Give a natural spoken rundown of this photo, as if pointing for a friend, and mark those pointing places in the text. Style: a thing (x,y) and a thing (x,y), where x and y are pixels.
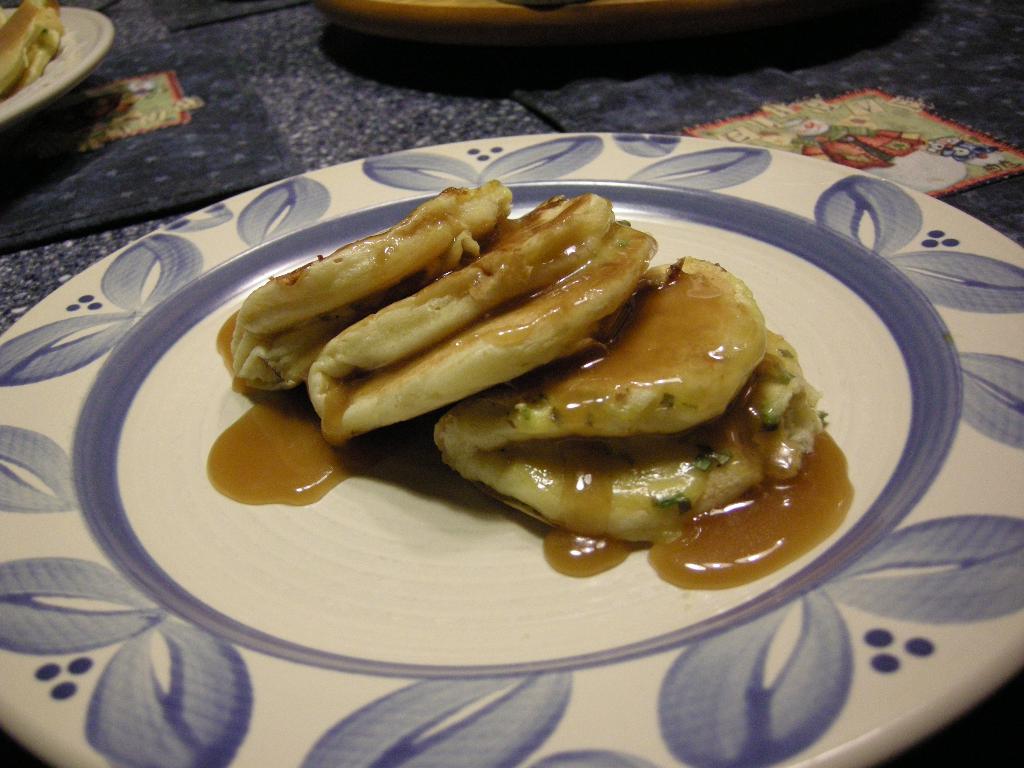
In the image there is food (551,318) with sauce (731,423) on a plate (766,209) and beside there are few plates (440,25) with food (32,21) on a table (397,85).
